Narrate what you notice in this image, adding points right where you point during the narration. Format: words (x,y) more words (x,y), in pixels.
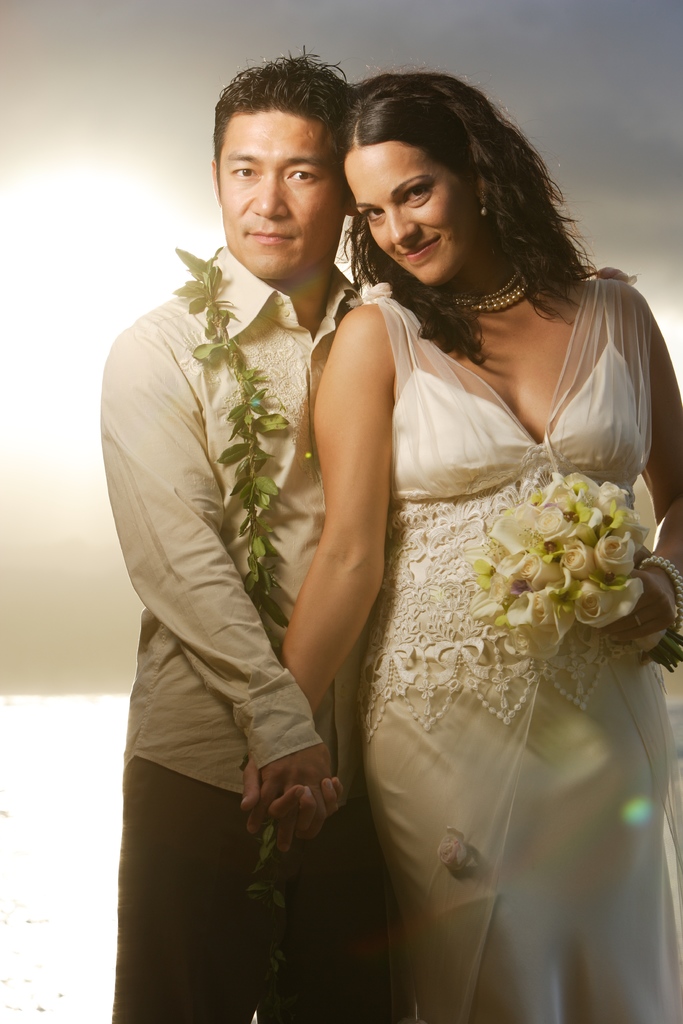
This picture shows a man (328,151) and a woman (510,388) standing holding their hands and we see few leaves (222,334) in the man's neck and flowers (562,536) in the women's hand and we see women (480,312) wore ornaments (510,281) on her neck (462,285) and we see man (308,263) wore white color shirt (277,673) and women (368,320) wore white color dress (403,507) and we see a white color background (73,34).
